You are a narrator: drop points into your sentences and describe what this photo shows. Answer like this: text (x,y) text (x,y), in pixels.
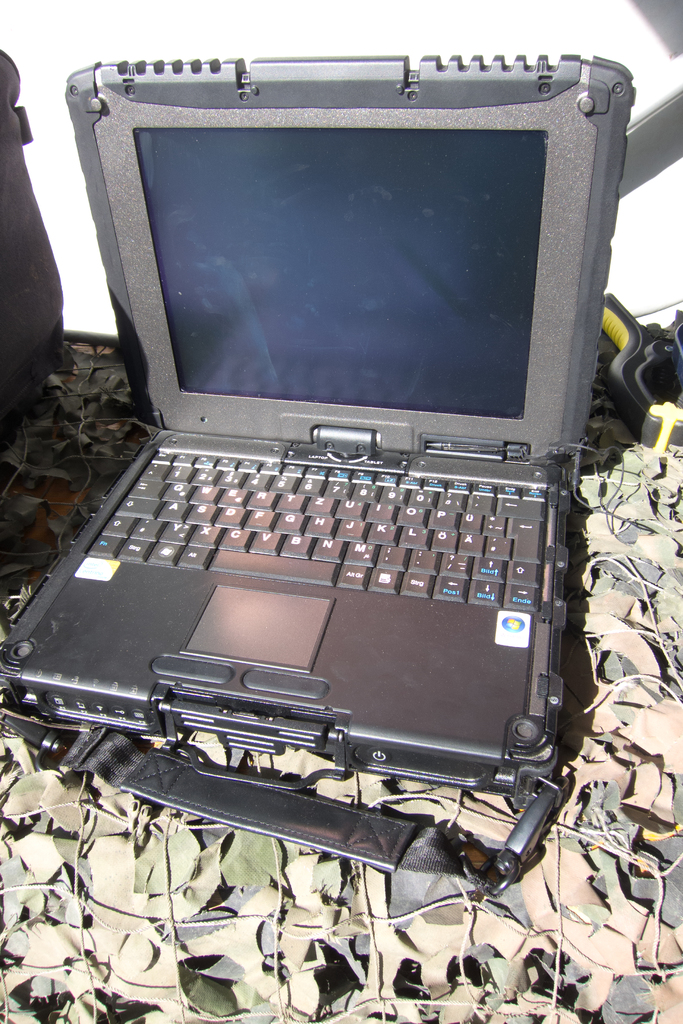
In this image I can see a laptop (113,484) in the front (221,413) and both side of it I can see few stuffs (2,354). I can also see white colour in the background (649,184).
